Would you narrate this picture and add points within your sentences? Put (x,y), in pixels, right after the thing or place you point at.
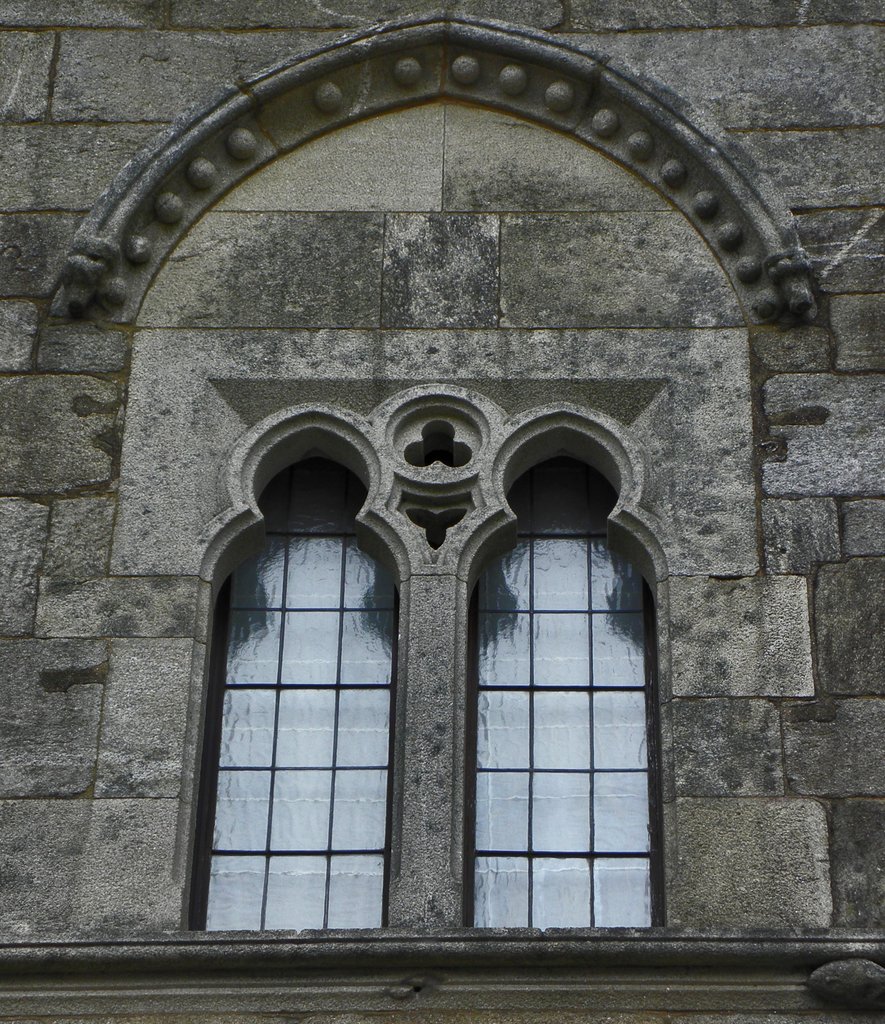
In this image I can see the windows (472,614) of the building (442,268).
